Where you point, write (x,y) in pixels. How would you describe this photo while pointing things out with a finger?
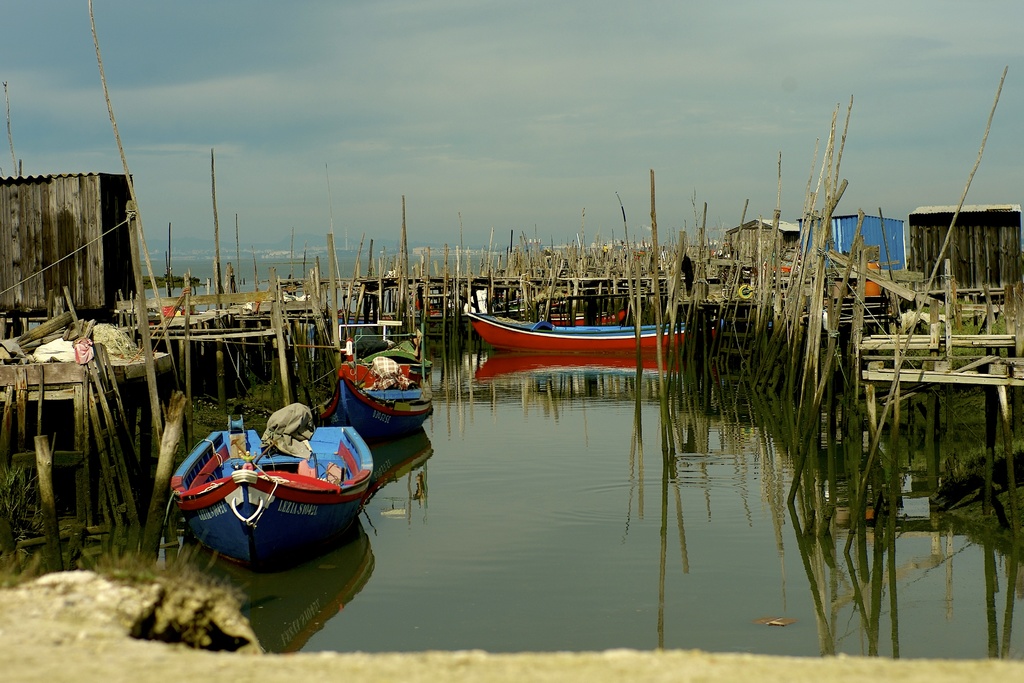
In this image I can see water (466,477) and on it I can see some boats (374,402). I can also see number of clothes (404,378) on these boats (330,459). I can also see number of wooden poles (594,271) and shacks (42,255) and in the background (480,162) I can see clouds (539,84) and the sky (433,127).
